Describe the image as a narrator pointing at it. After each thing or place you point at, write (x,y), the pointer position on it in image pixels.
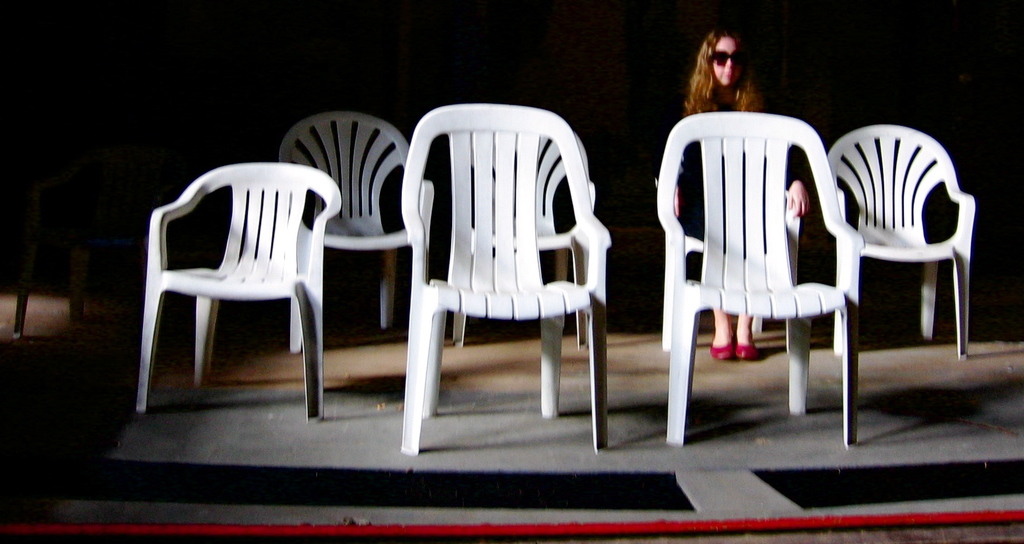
In this image I can see six white colour chairs (534,200) and on the right side (688,206) I can see one woman (797,200) is sitting on a chair (673,230). I can see she is wearing shades (718,55) and a red colour shoes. I can also see this image is little bit in dark.
